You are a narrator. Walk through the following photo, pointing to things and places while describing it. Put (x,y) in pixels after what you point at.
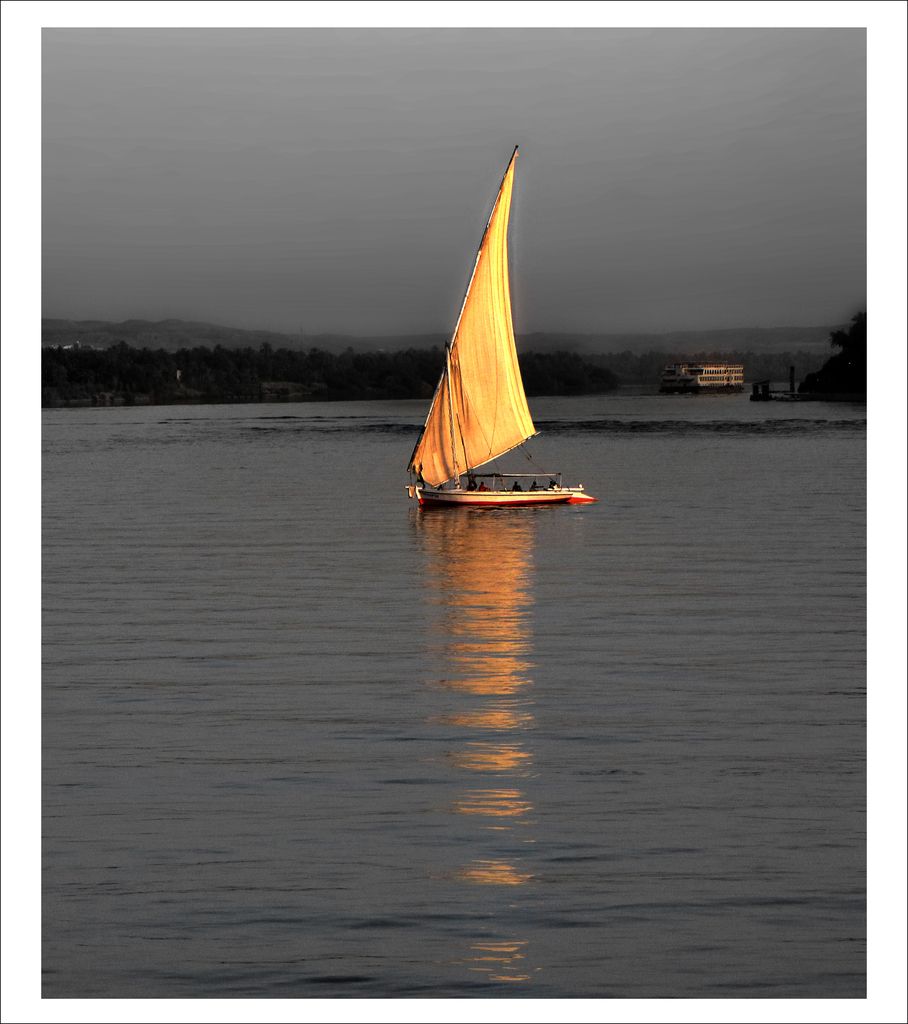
In this picture I can see there is a boat (430,473) sailing on the water (533,682) and there are trees (360,395) in the backdrop (573,371) and I can see there is a building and the sky (283,247) is cloudy.
